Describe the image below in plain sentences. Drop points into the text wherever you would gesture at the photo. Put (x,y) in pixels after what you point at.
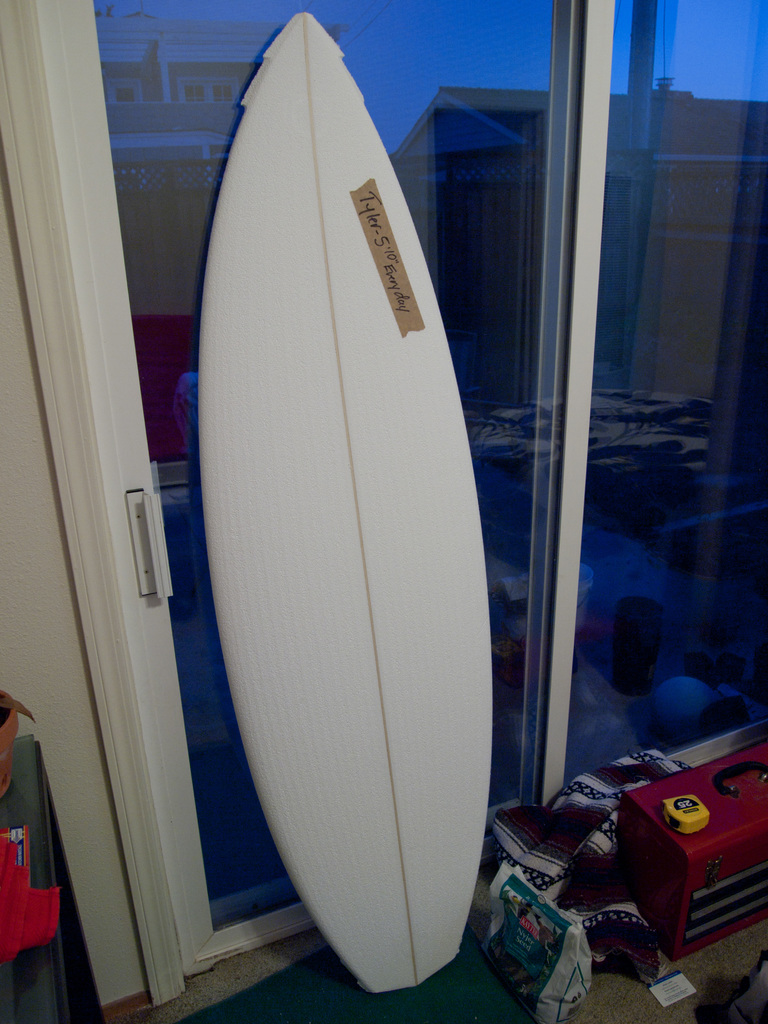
In the center of the image (395,500) there is a surfing board (369,664). On the right (655,924) we can see a briefcase (686,924), clothes (600,944) and a cover (550,964) placed on the floor (638,1007). In the background (626,145) we can see a door (626,145) and a wall (81,728).
